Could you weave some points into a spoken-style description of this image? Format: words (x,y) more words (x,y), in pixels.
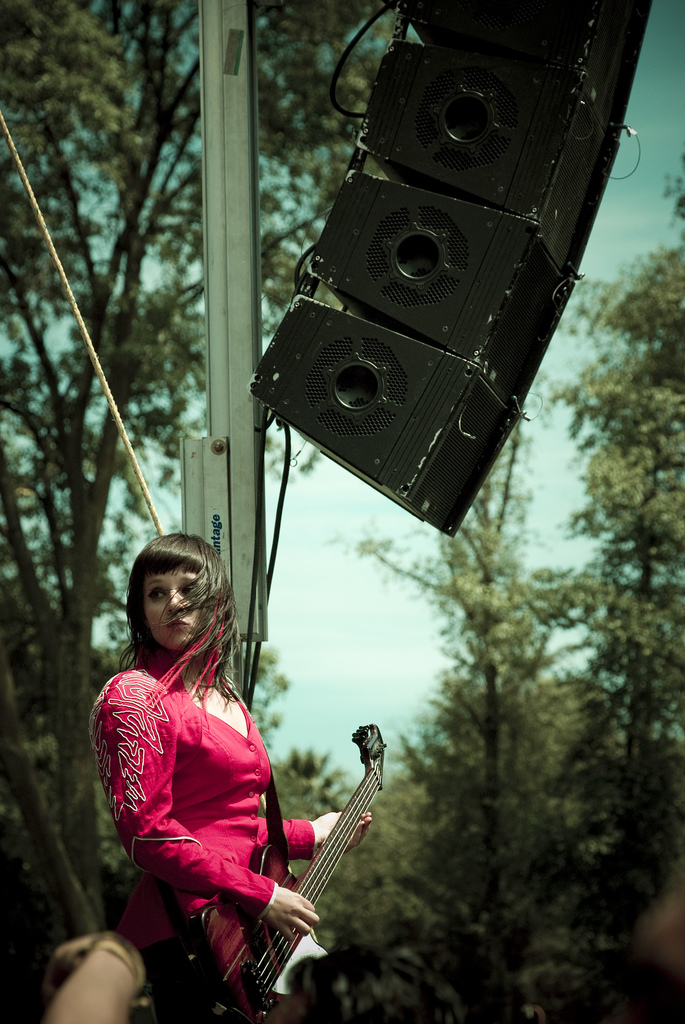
This picture shows a woman (104,738) playing guitar (356,817) and we see few trees (451,761).
